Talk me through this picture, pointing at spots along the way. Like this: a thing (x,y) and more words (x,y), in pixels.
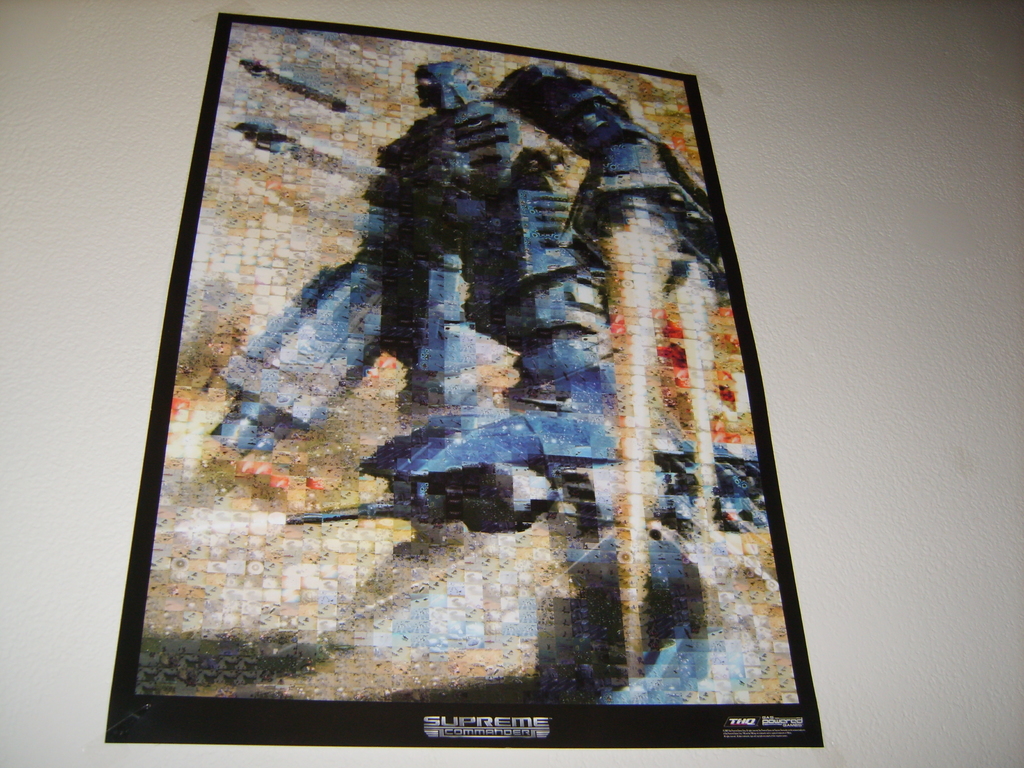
Here in this picture we can see a poster (220,119) present on the wall (347,757) over there and in that poster (557,313) we can see a robot (472,268) present over there.
